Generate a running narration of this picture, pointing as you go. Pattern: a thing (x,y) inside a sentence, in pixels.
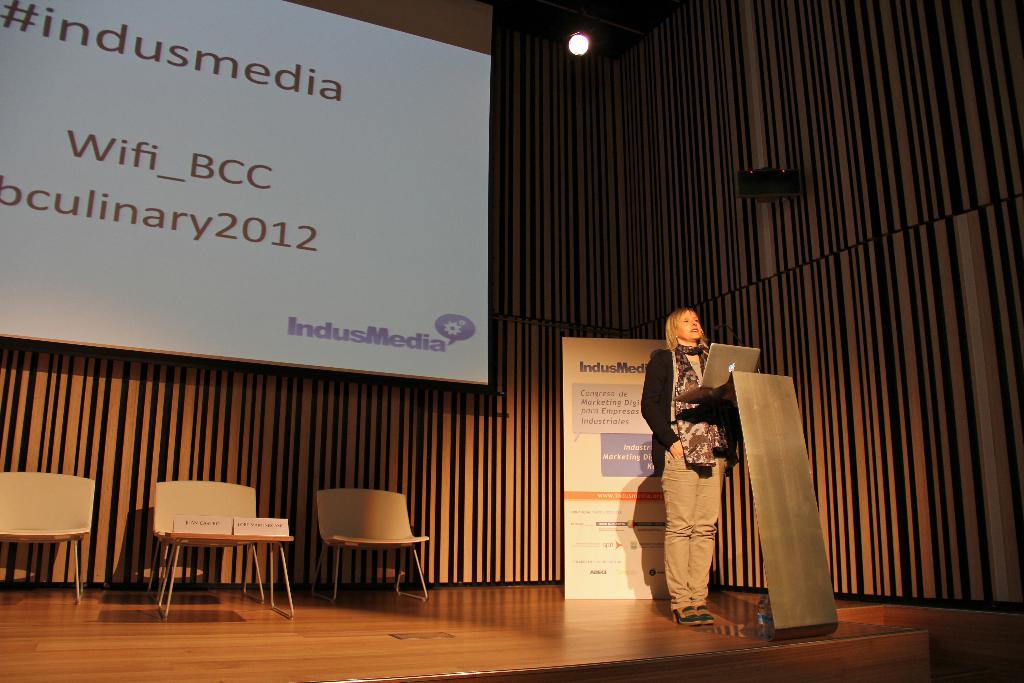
In this image I can see a woman (708,424) standing. In the background (234,212), I can see a board (266,180) with some text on it.
